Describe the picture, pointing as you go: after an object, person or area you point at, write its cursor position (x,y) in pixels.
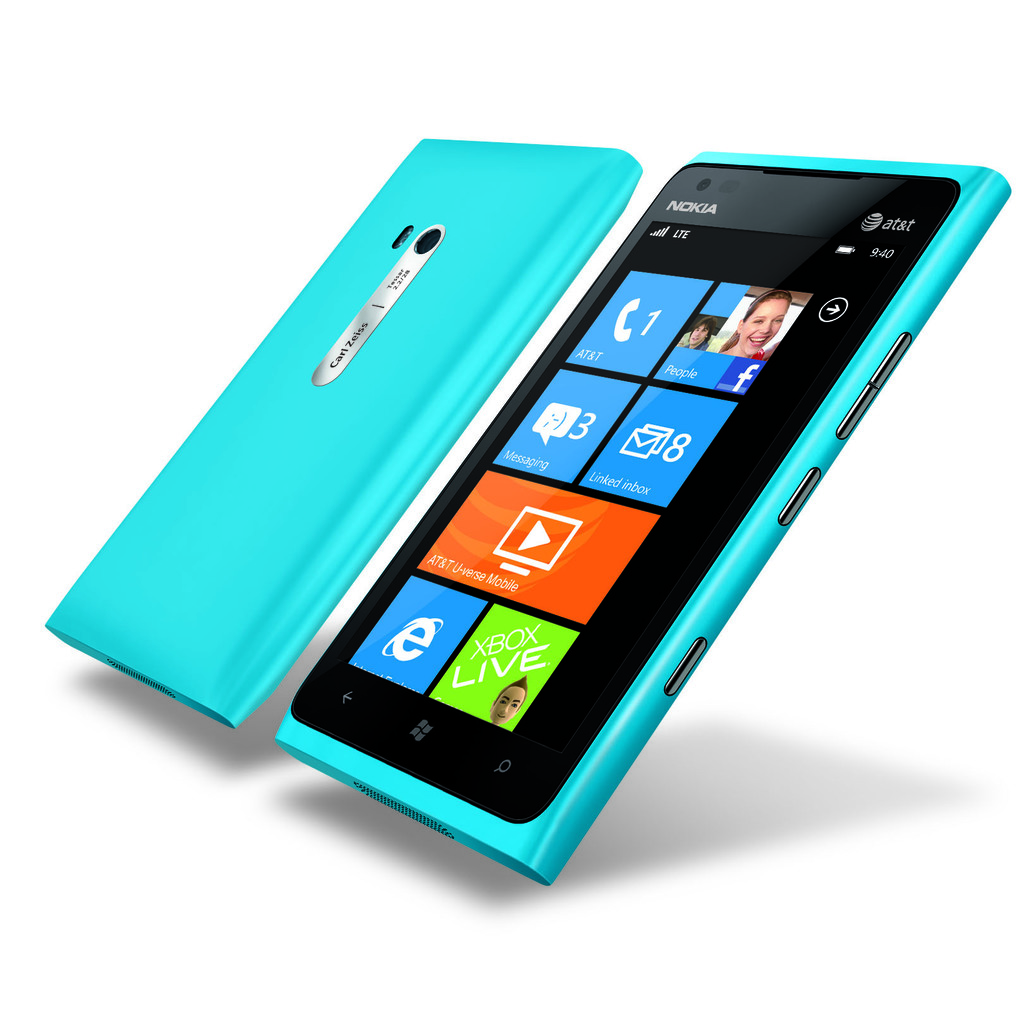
In the foreground (983,204) I can see two nokia windows mobiles (108,640) of blue in color. The background (983,936) is white in color. This image is taken may be in a studio (105,805).
